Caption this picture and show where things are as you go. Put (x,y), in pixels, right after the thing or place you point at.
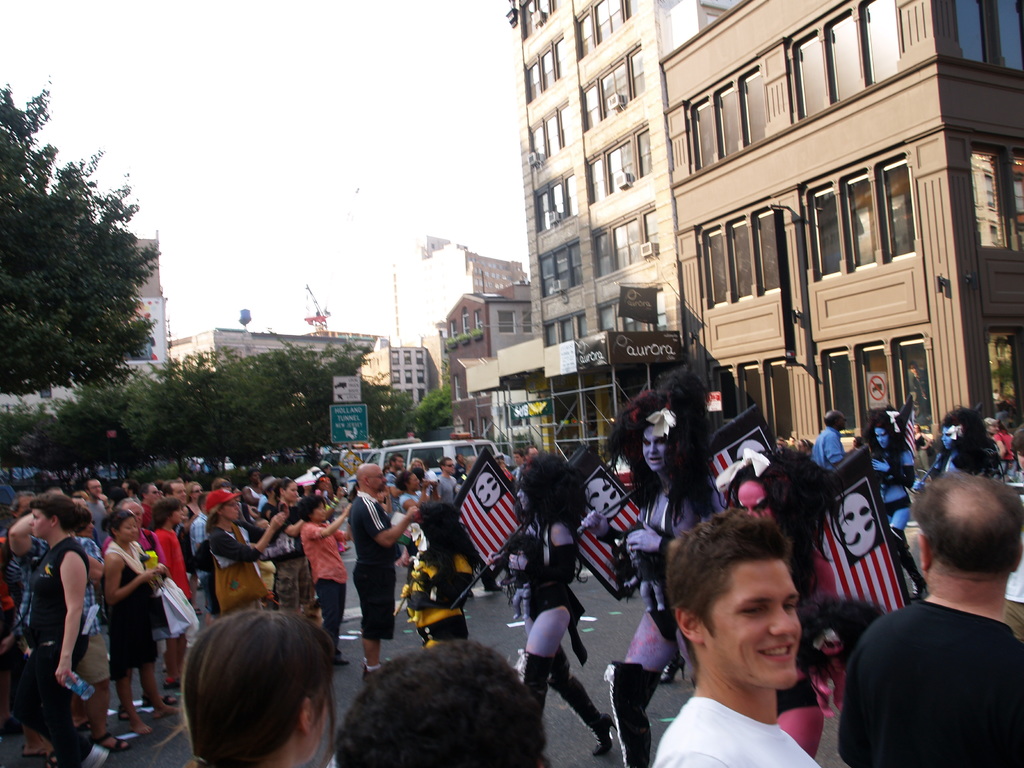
In this picture we can see a group of people (273,652) on the ground (352,657), some people (535,653) are holding flags (604,492), one person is holding a bottle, here we can see name boards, buildings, vehicles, trees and some objects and we can see sky (470,80) in the background (481,96).
